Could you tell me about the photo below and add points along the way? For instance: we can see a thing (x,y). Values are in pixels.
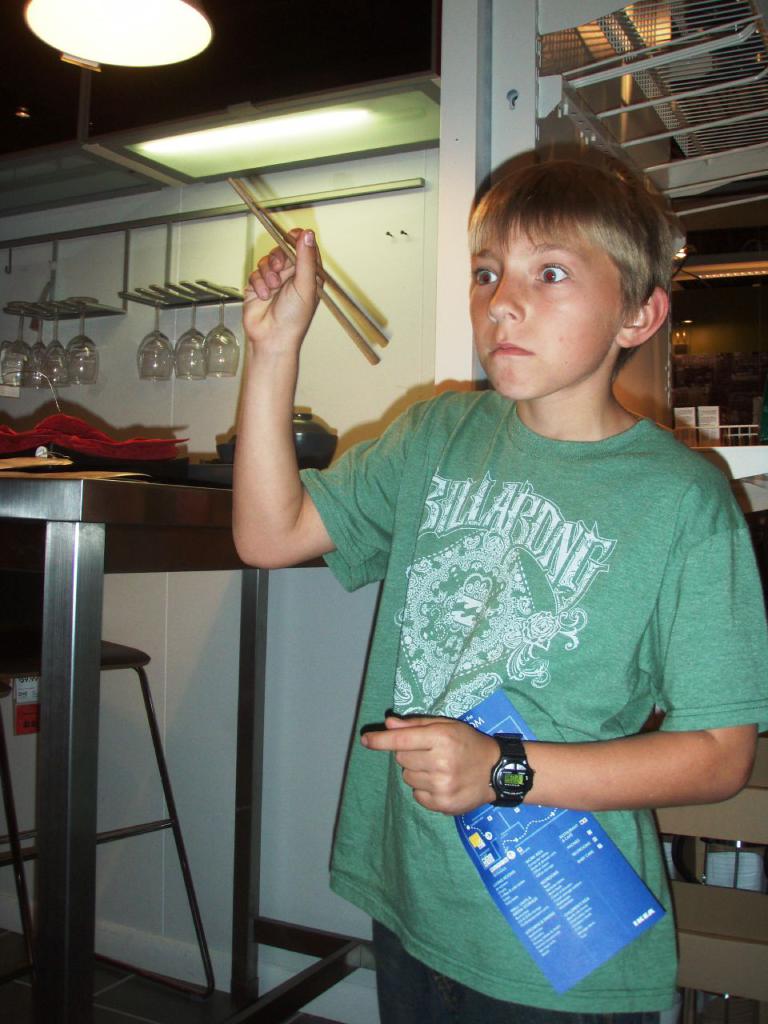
In this picture we can see boy (533,247) holding chopsticks (352,327) in hand (269,310) and paper (543,917) on other hand (492,759) and in the background (203,354) we can see glasses (211,345), table (141,531), bowl (326,441), light (130,31), racks (659,111), chair (133,827).
